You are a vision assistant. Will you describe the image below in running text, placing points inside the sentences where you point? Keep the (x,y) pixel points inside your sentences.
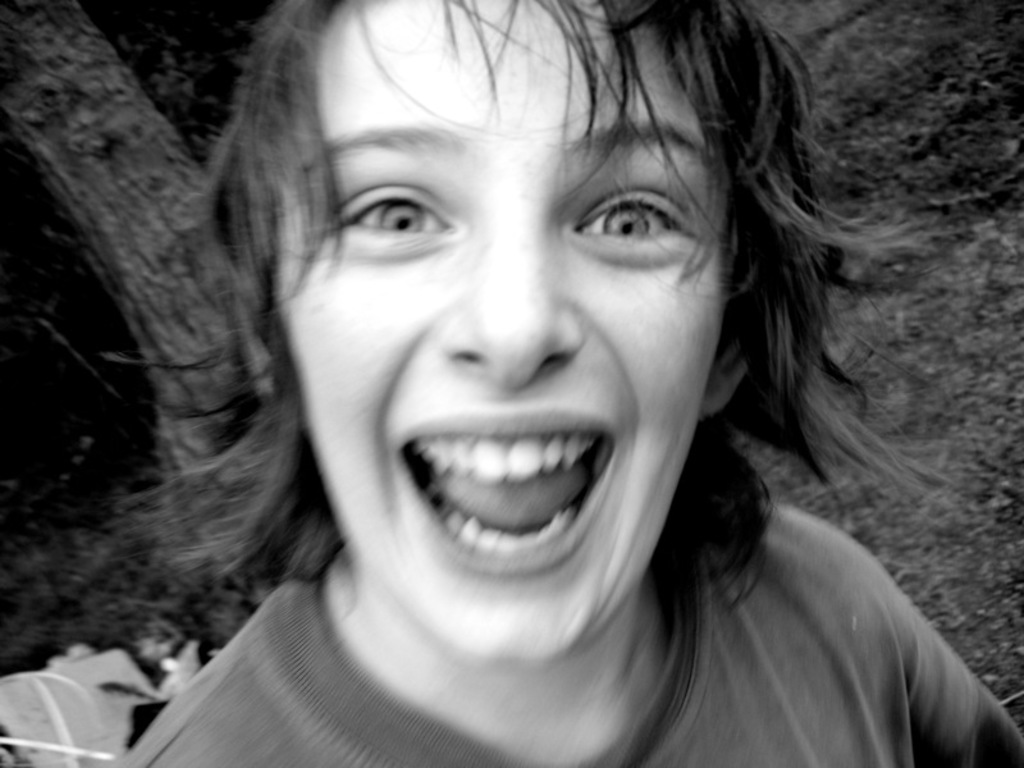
This is a black and white picture. Here we can see a person (527,414) who is smiling. There is a dark background (67,454). On the left side of the image (33,724) we can see objects (83,663).
